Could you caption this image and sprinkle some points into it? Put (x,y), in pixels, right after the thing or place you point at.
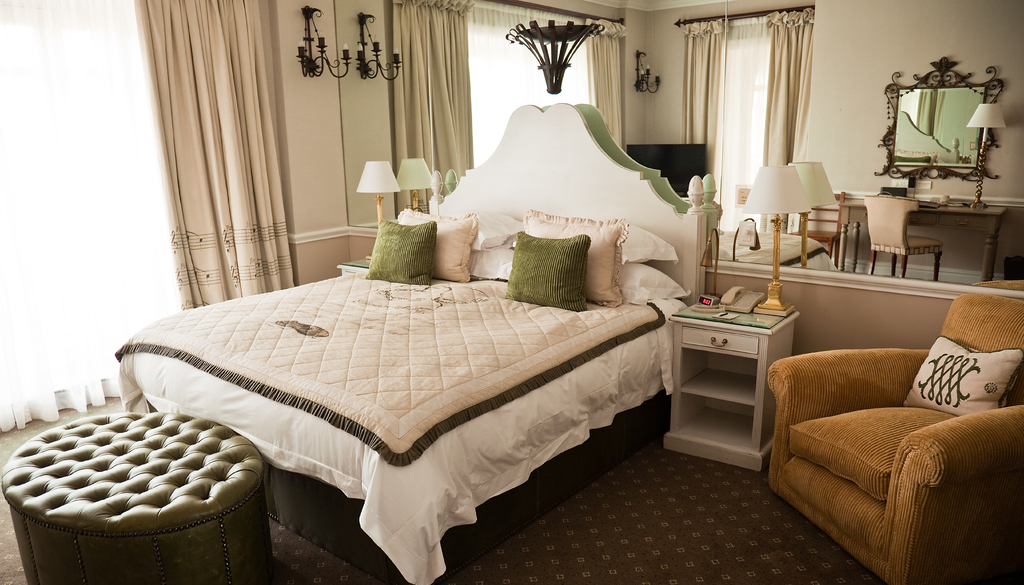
This is a room (438,313). In this room (384,342) there is a bed (467,356) with pillows (511,252). There is a table (716,326), chair (894,429), pillows (947,369). On the table (741,316) there is a telephone (746,294), table lamp (775,249). In the background (854,79) there is a wall (826,76). Also there is a chandelier (557,45), curtains (228,144), and two lamp (309,54) is on the wall (321,131).
